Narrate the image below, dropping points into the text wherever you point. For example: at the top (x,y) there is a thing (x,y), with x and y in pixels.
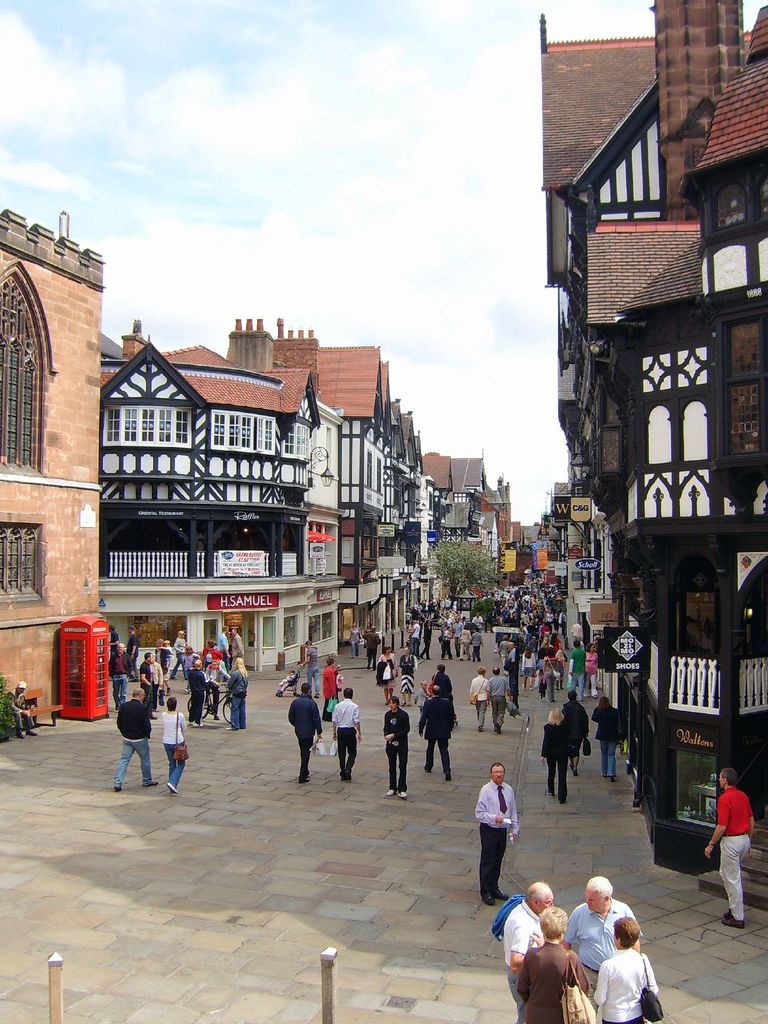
In this picture there are many people (440,726) standing and there are buildings (268,569) on either sides of them and there is a red color telephone booth (74,649) in the left corner (69,645).
